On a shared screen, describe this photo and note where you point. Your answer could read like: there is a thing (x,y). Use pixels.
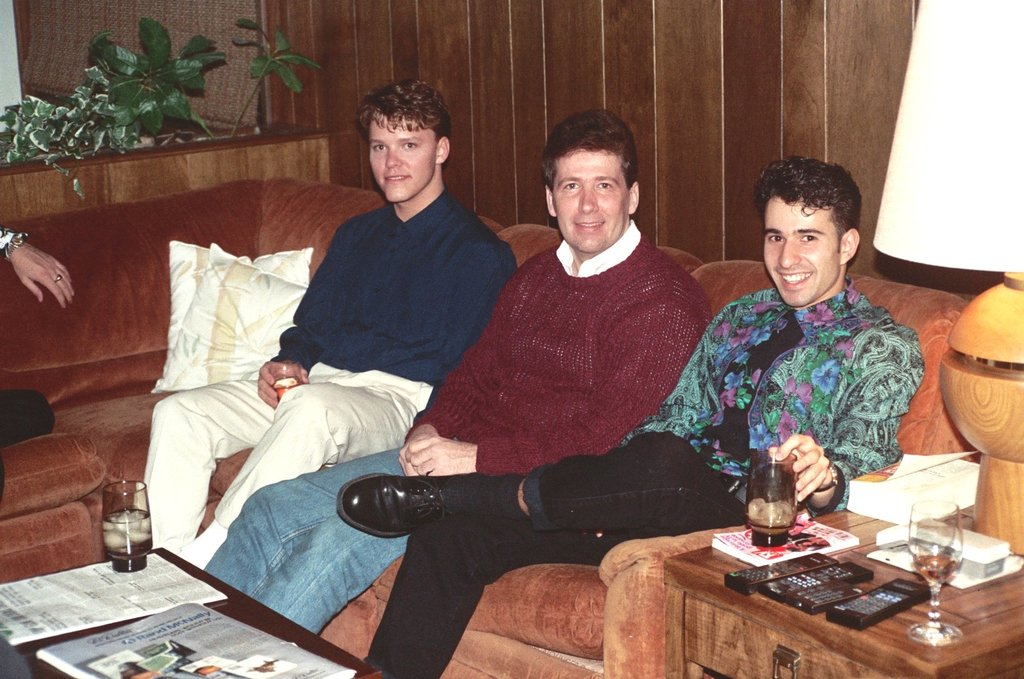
This is the picture of three people (595,276) sitting on the Sofa (196,241) in front of the table (236,600) on which there are some news papers (110,596) and glass (131,504) and beside them there is a desk (876,625) on which there are some remotes (829,598), glass (923,555) and book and beside there is a lamp (989,435) and a plant (93,103).
